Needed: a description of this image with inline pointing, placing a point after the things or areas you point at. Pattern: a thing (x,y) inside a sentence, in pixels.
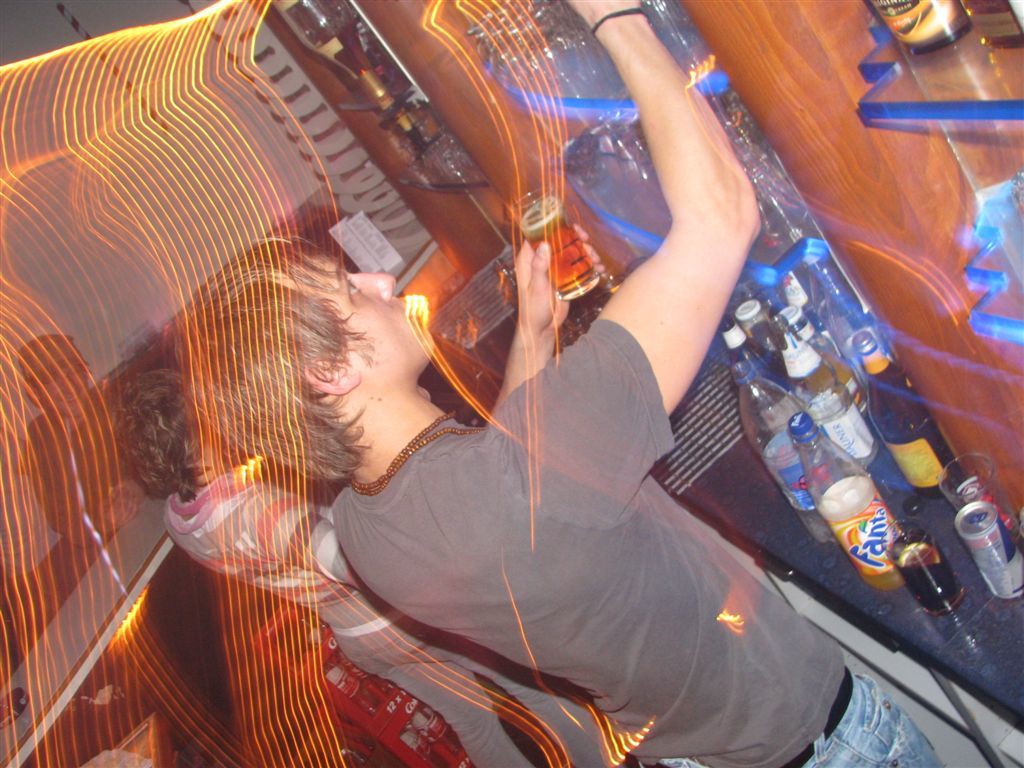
In this picture there is a man (509,368) who is wearing grey t-shirt (533,463), locket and jeans (862,737). He is holding beer glass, beside him there is another person (338,602) who is standing near to the table (973,677). On the table (973,677) we can see water bottles (831,360), wine bottles (880,360), cool drinks (810,418) and cans (998,555). On the left (181,203) we can see lights (81,307) and tables (44,646).
